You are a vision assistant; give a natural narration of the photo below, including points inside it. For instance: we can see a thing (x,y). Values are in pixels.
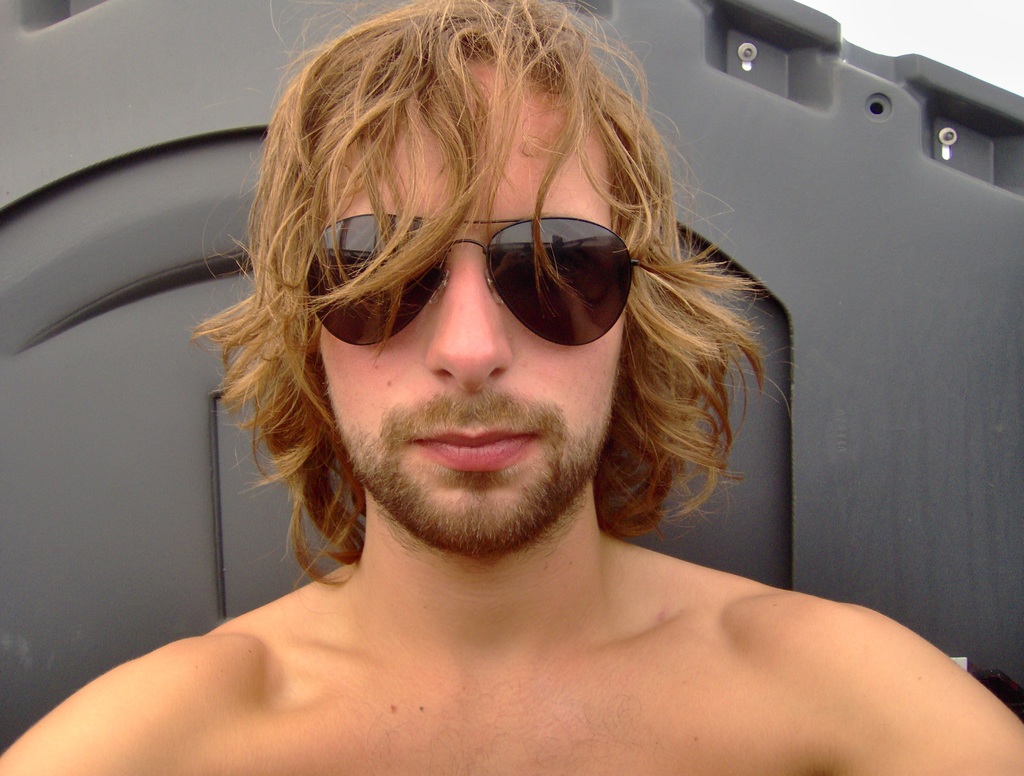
This image is taken outdoors. In the background (802,219) there is a black surface (797,224). In the middle of the image (464,322) there is a man (478,571). He has worn goggles (409,280).
